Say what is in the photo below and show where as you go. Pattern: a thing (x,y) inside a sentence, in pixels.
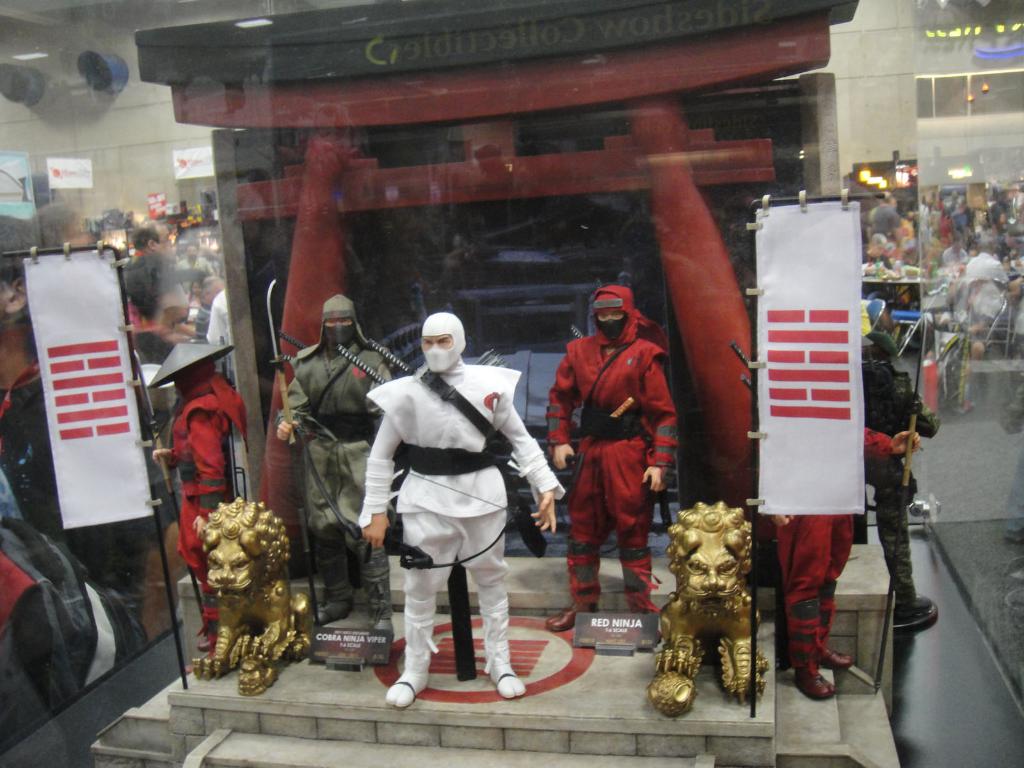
In this image there is a glass (151,110), it looks like there are statues (411,480) in the foreground (507,588). And there is a glass (176,323) in which we can see people (173,342) and other objects (91,326) on the left (100,601) and right corner (1013,280).
